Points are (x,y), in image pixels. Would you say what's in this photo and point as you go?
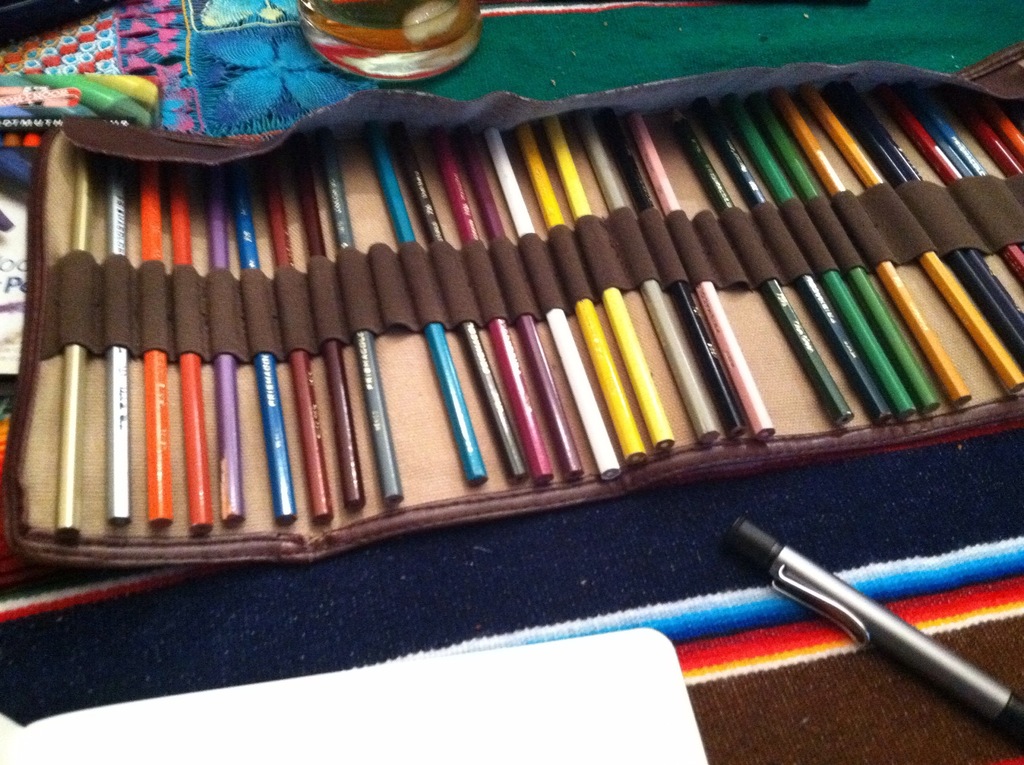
In this image, I can see a bunch of colored pencils (923,321) placed in the pouch (423,371). This looks like a pen (790,554). This is a cloth (460,586). I can see a box (3,291) and a glass (422,49).
